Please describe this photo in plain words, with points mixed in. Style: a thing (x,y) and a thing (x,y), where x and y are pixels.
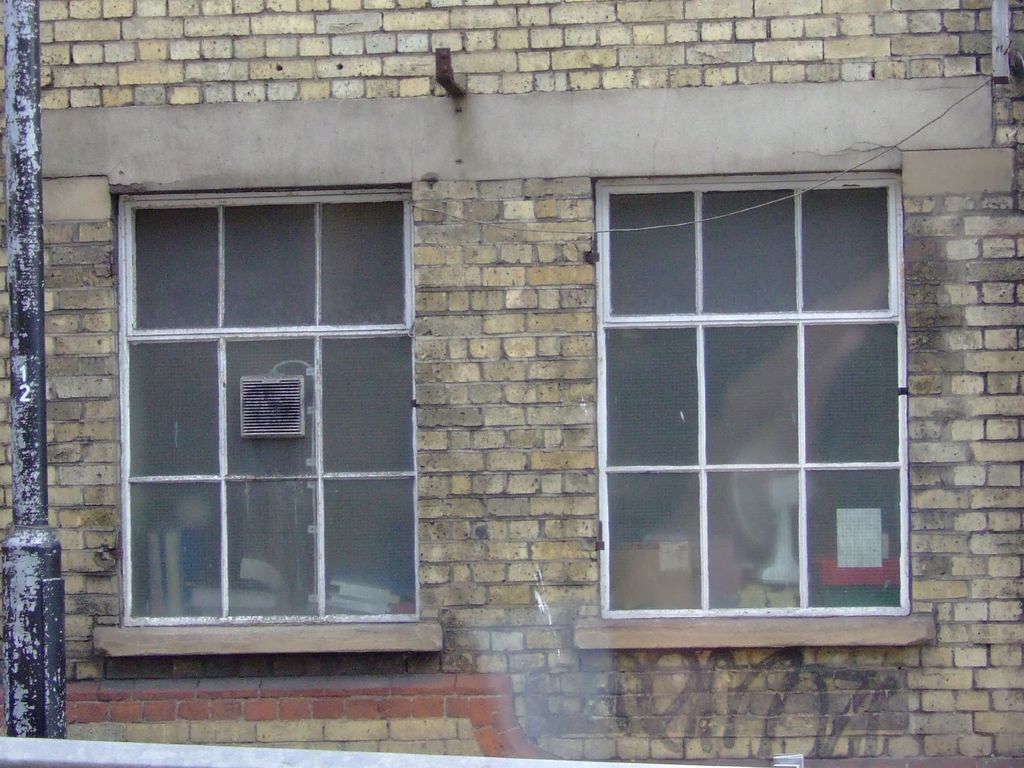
In the image on the brick wall (469,281) there are glass windows (299,370). Behind the windows (786,552) there are few objects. On the left side of the image (9,416) there is a pole (31,587).
